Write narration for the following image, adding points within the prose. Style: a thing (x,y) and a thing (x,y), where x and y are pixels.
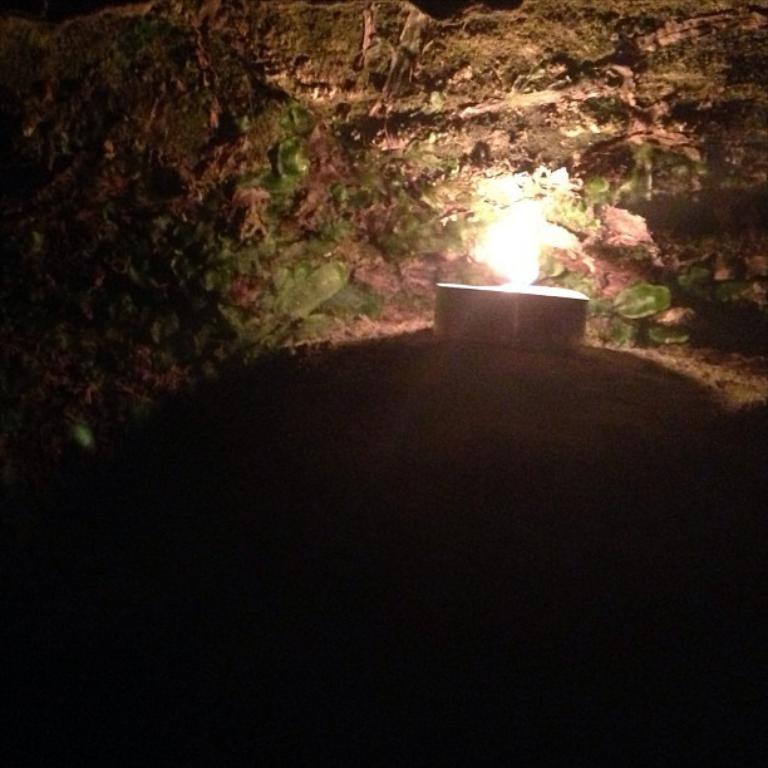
In this image we can see a candle (576,309) with flame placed on the ground (507,98).
